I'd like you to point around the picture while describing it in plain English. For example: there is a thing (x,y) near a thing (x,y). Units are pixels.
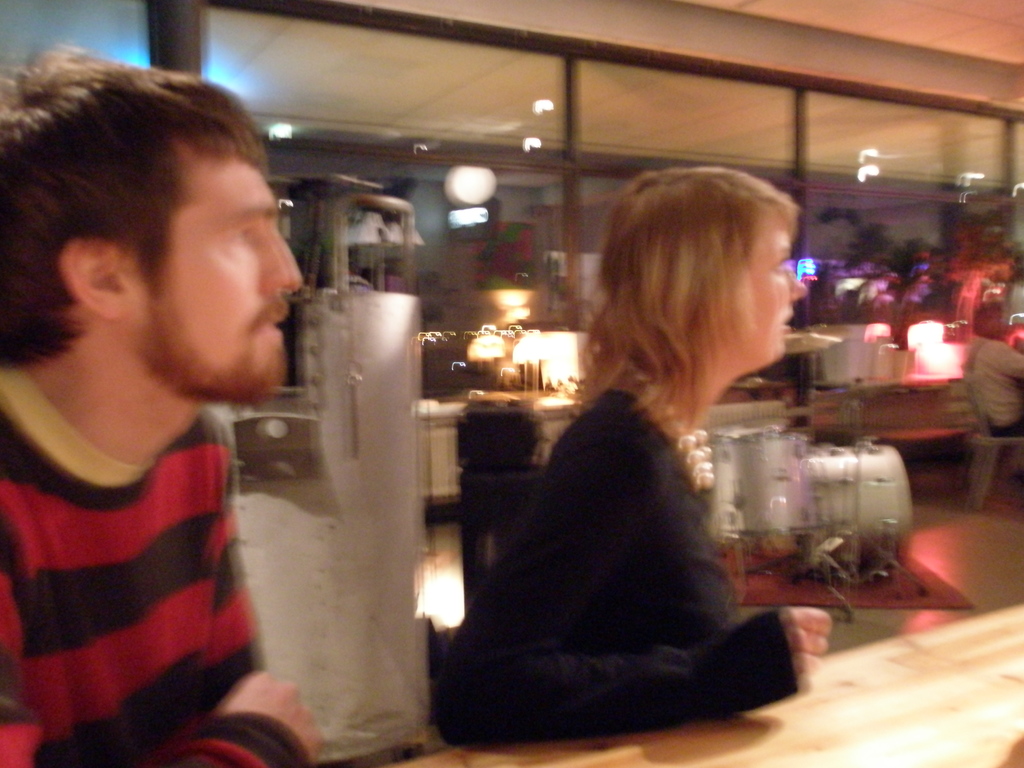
In this image we can see there are two people (475,646) standing and in front of them, we can see the table (973,667) and there are windows (516,202). And there is the blur background (879,333).
